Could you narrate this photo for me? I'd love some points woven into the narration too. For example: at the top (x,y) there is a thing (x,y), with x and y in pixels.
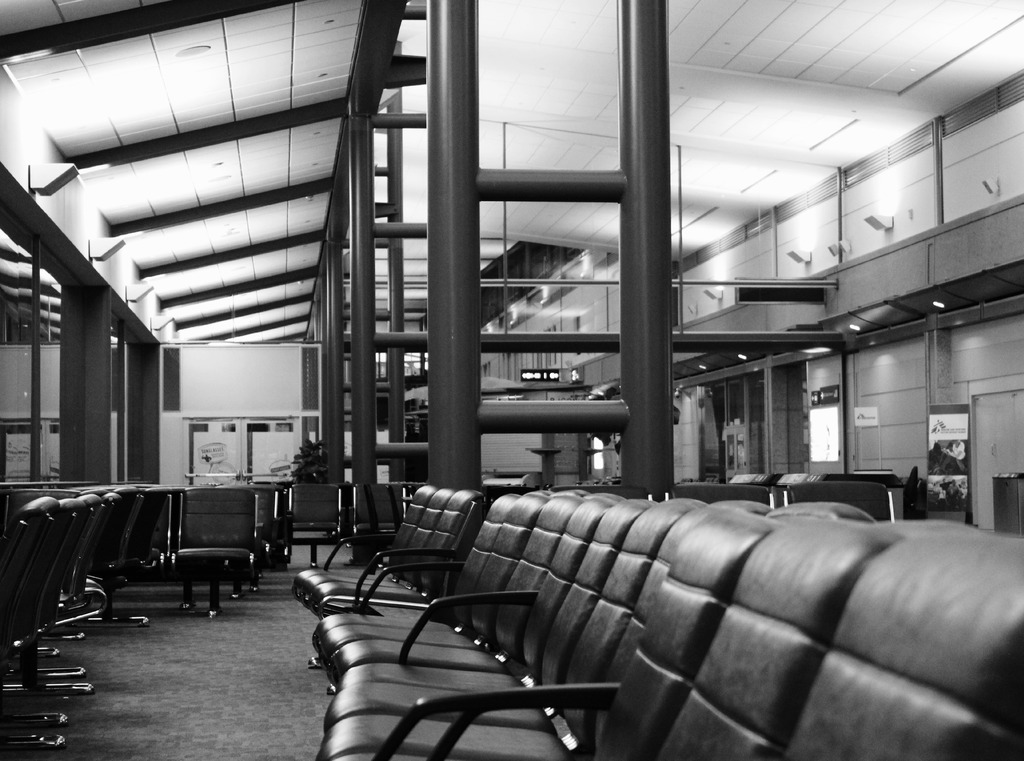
In the image I can see the chairs (540,737) on the floor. I can see the metallic structure poles (497,336) in the middle of the picture (456,305). I can see the glass windows (19,344) on the left side (9,417) and the right side (768,463) as well. There is a lighting arrangement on the roof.
